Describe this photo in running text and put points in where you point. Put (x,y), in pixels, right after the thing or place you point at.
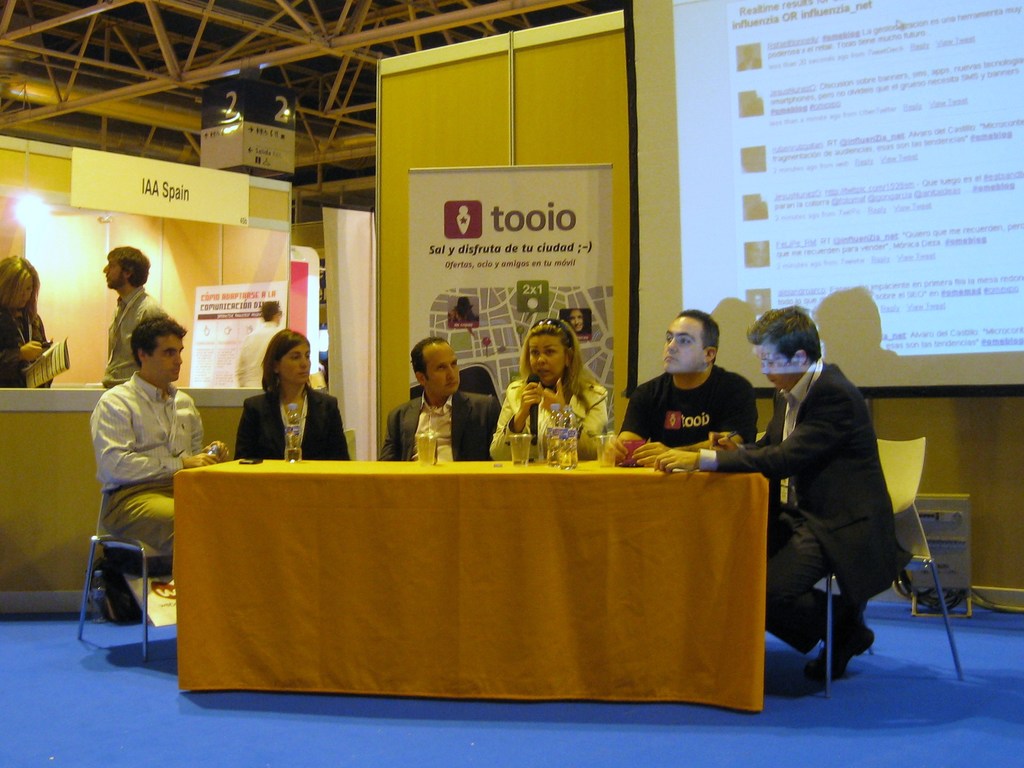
There are group of people (157,442) sitting on the chairs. One of the woman (564,373) is talking using a mike (538,431). This is a table (437,538) covered with yellow cloth (593,559). At background (523,277) I can see a banner (517,223) and a foldable screen (762,209). And there are two people (116,329) standing.
